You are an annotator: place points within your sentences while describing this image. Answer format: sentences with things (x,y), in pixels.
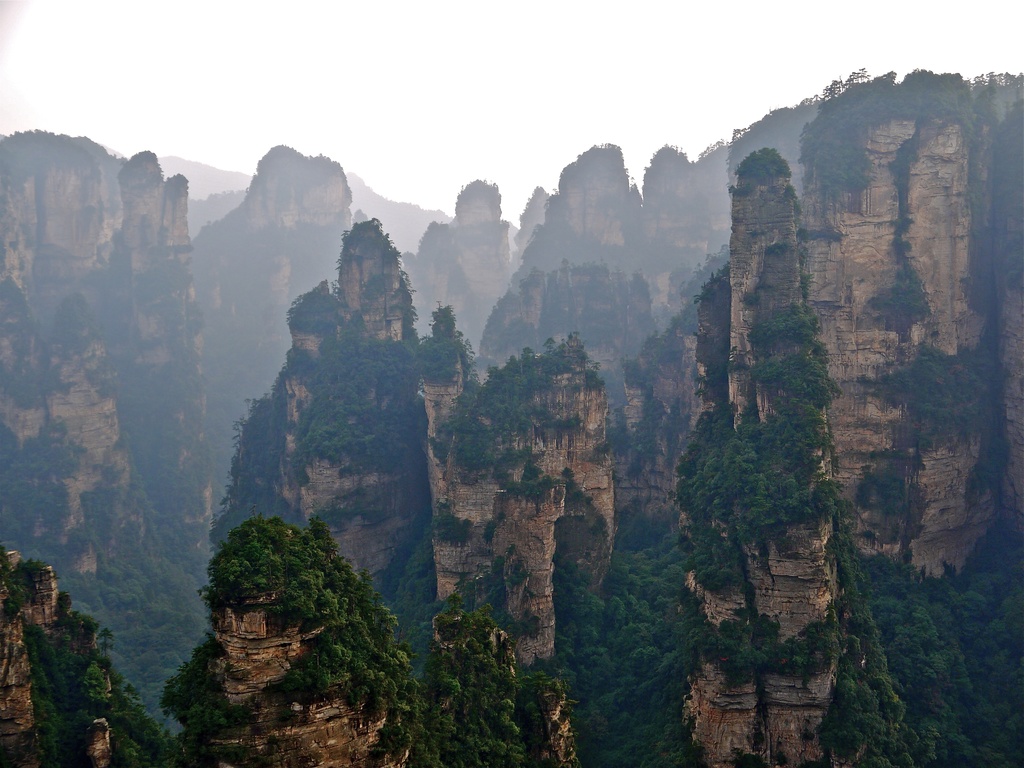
In this image there are so many mountains (543,559) covered with trees (83,693).
